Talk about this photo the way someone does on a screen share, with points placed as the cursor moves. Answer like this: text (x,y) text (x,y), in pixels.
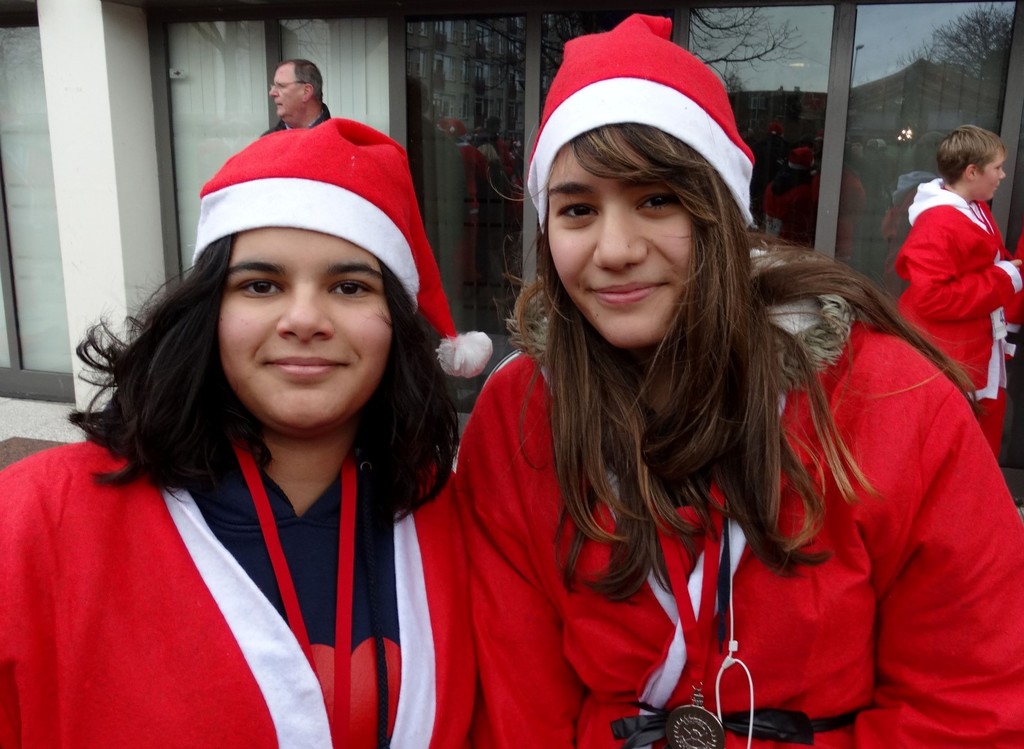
2 girls (493,620) are present wearing santa claus costume (153,706). There are 2 other people (979,236) behind them. There is a building (583,27) which has glass walls (763,13).
